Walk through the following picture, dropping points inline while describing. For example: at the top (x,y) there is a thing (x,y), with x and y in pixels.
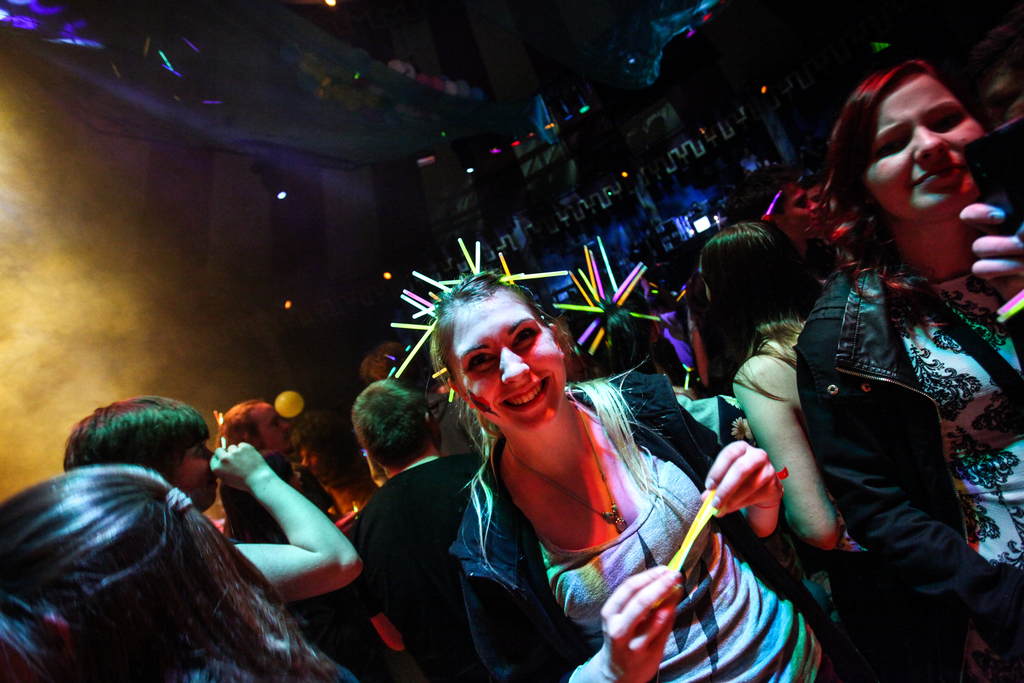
In the image few people (64,476) are standing and holding something. Behind them there is fog (48,204) and lights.
